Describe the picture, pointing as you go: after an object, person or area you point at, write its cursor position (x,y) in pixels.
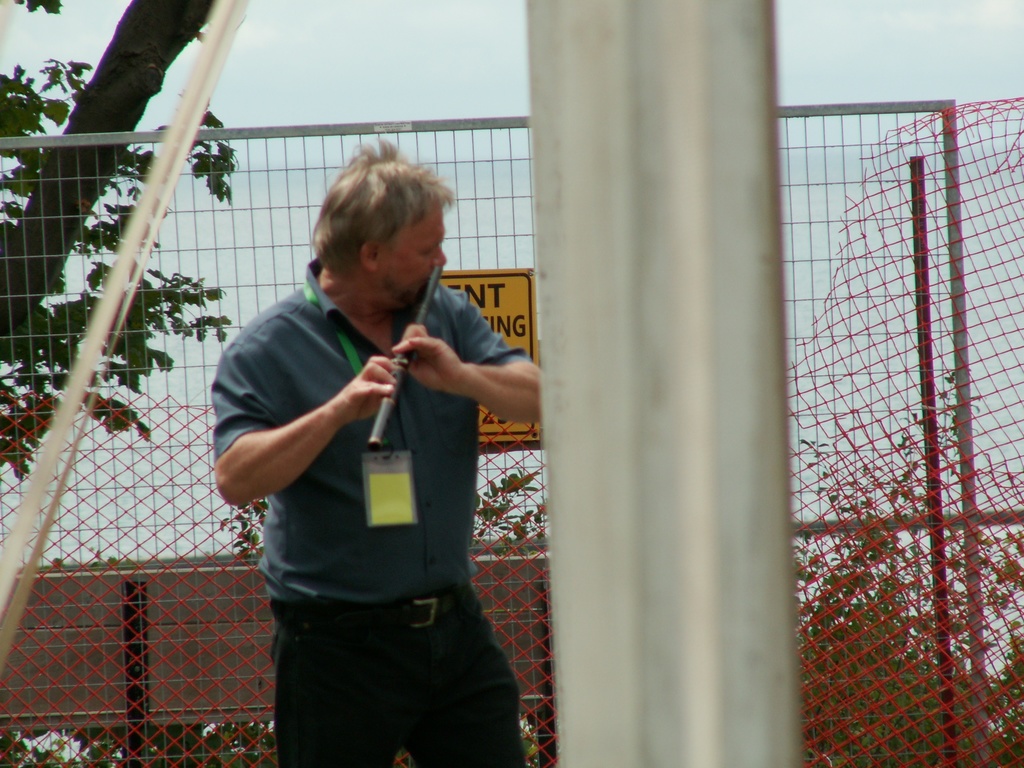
This picture is clicked outside. In the foreground (646,126) there is a pole (625,448). On the left (315,290) there is a person (305,378) wearing a shirt (300,360), standing on the ground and seems to be playing a flute (426,304). In the background (259,52) we can see the sky (348,51), mesh (325,159), metal rods (930,425), yellow color board (530,271) and a tree (90,66).
